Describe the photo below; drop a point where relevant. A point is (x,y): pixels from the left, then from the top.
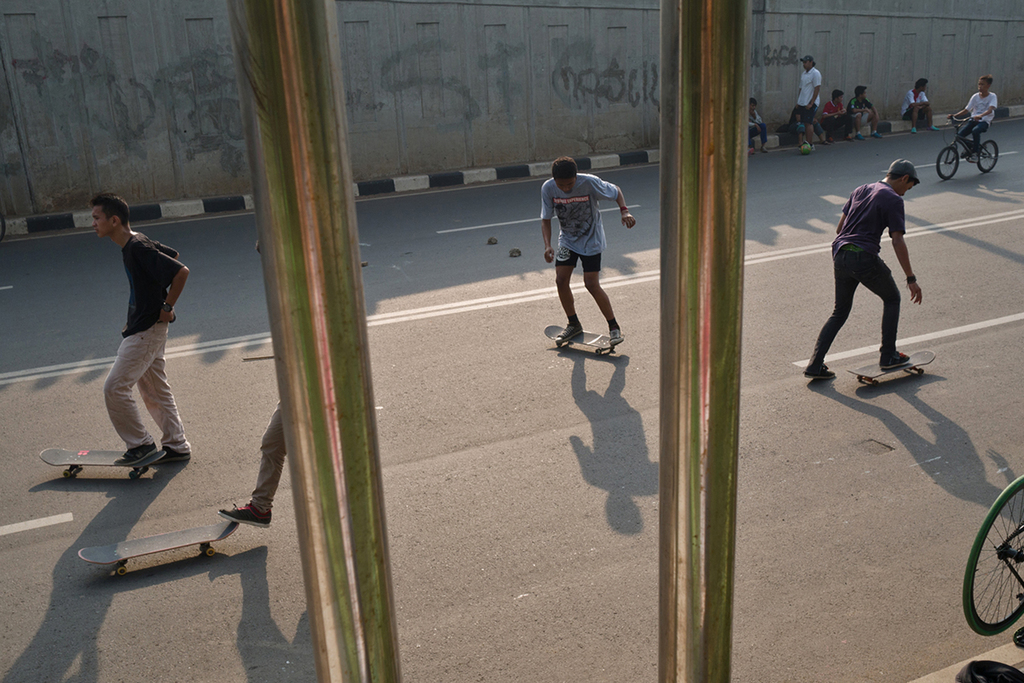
In front of the picture, we see the poles (676,643). At the bottom (518,527), we see the road (570,539). In this picture, we see the men (181,440) are skating. In the right bottom (992,530), we see a bicycle (983,591). On the right side (961,163), we see a boy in the white T-shirt (980,106) is riding a bicycle (953,150). Beside him, we see the people (915,119) are sitting on the footpath (776,143) and a man (816,111) in the white T-shirt (802,72) is standing. In the background (543,136), we see a wall (414,122).
